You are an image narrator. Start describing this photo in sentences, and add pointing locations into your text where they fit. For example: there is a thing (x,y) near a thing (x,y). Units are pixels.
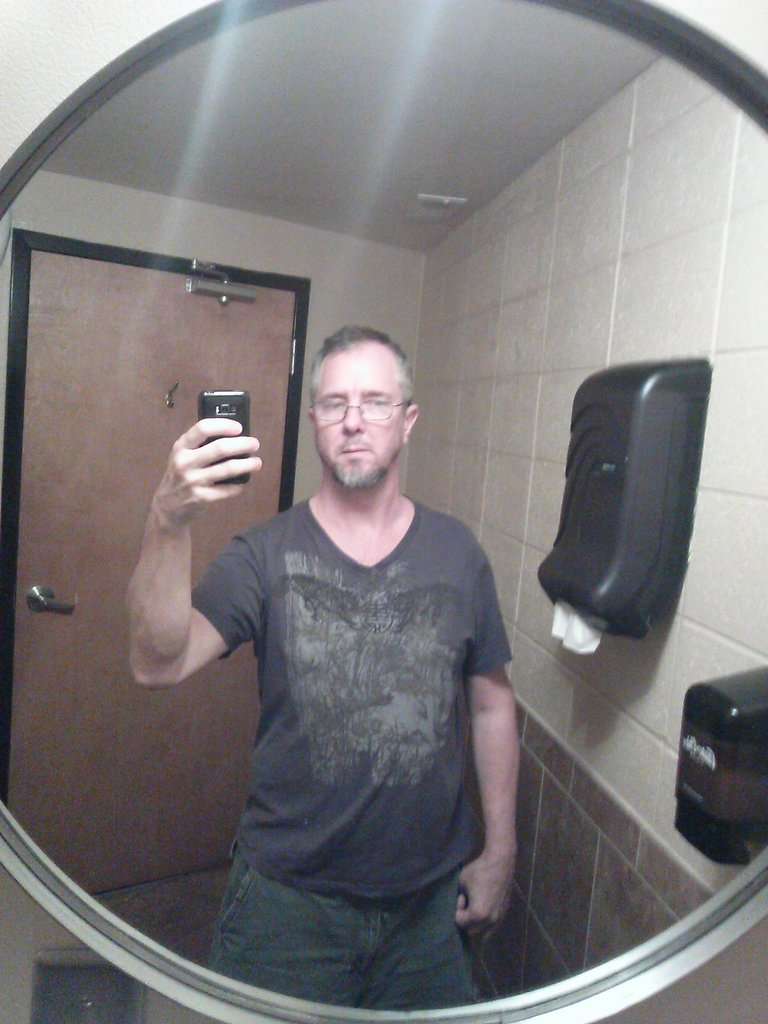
In this image we can see a mirror (169,528) in which there is a reflection (373,851) of a person (370,810) wearing black color T-shirt (277,695), holding mobile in his hands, on right side of the image (699,833) there is tissue box (599,583), soap box (749,780) and in the background of the image (102,362) there is a door (133,344).
